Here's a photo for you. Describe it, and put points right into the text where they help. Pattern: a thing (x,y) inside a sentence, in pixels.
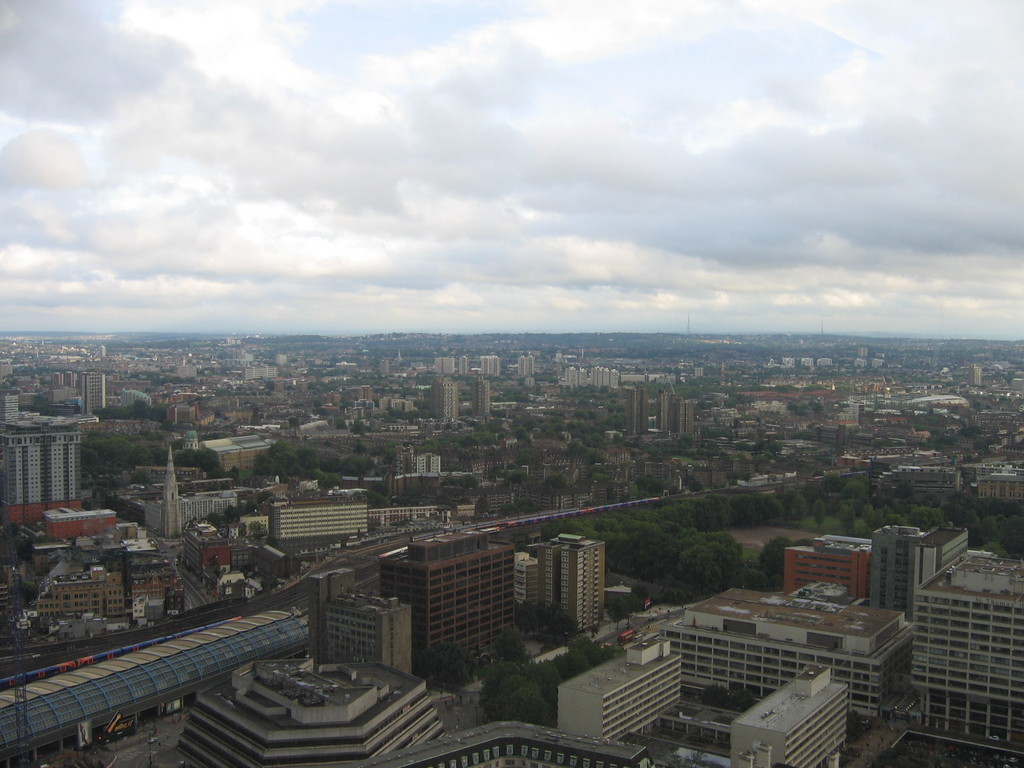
This image is taken from the top view. In this image there are many buildings (817,657), towers (531,371) and also trees (867,505). At the top (386,153) there is a cloudy sky (553,162).
